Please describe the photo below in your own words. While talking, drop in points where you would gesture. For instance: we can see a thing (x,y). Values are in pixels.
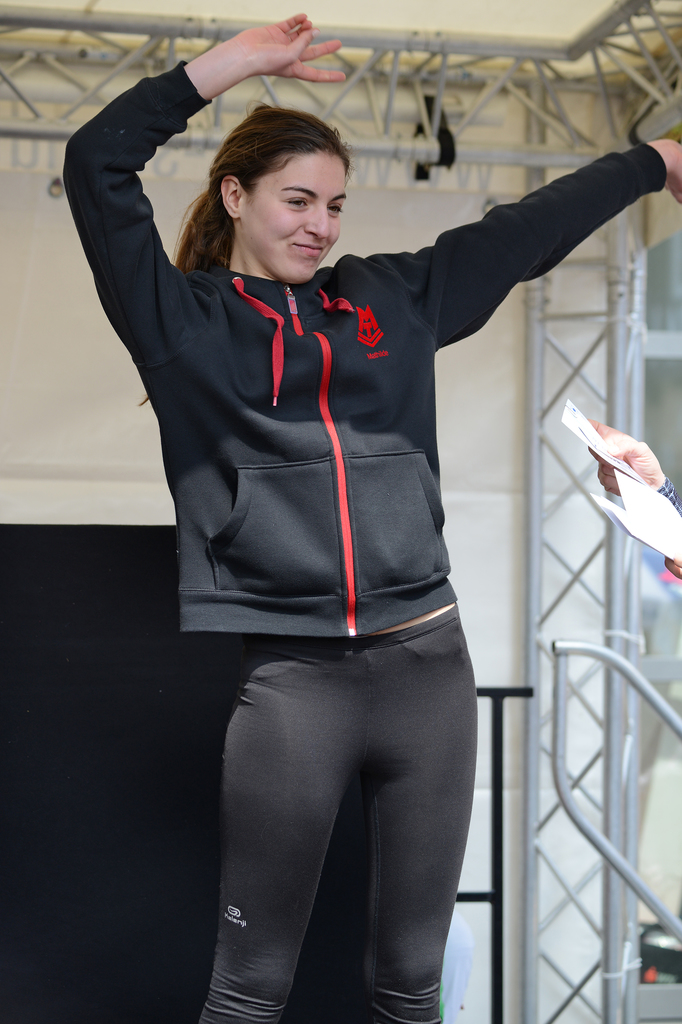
There is a woman (306,177) and she is smiling. Here we can see hand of a person (655,480) holding a paper (639,493). In the background (634,626) we can see wall (501,435) and rods (532,847).
